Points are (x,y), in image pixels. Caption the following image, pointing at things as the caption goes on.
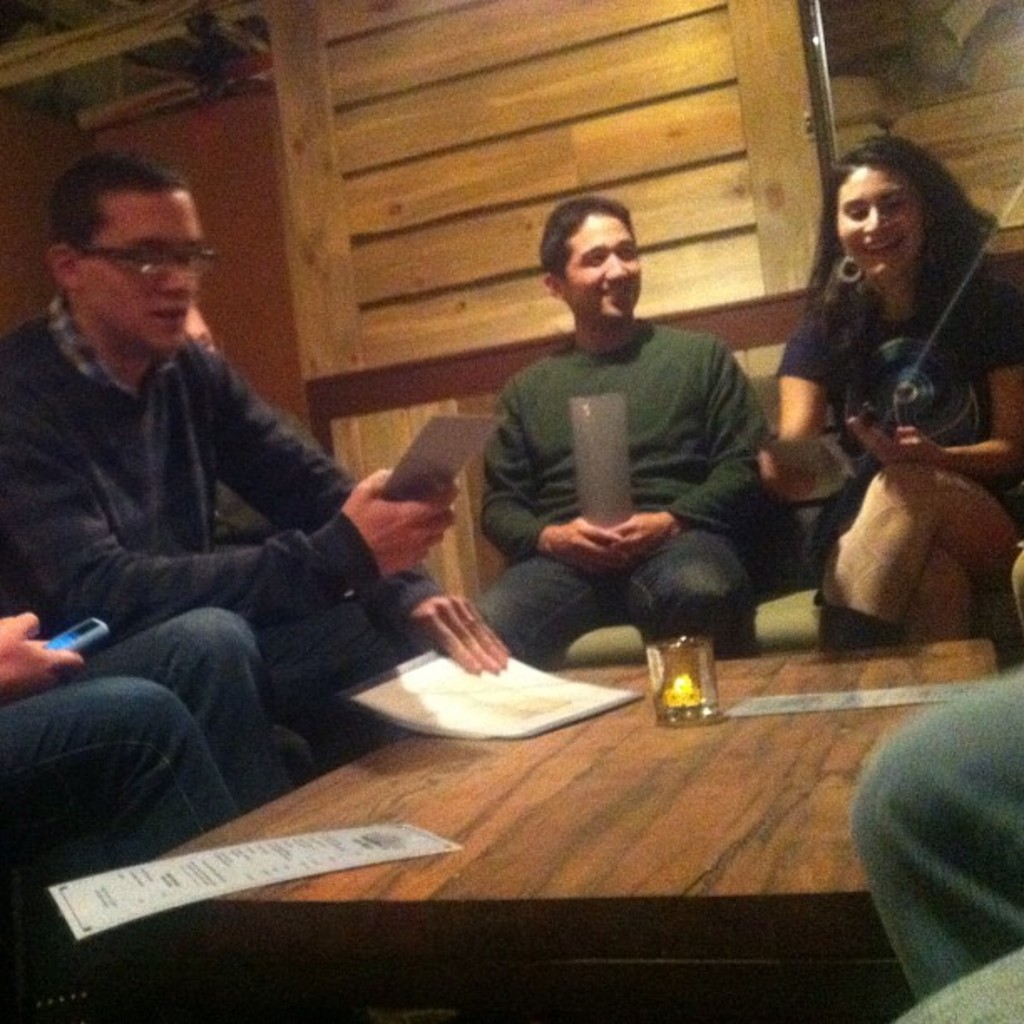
On the background (279,131) we can see a wall (304,138). Here we can see few persons (547,365) sitting on chairs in front of a table (600,801) At the left side (228,785) we can see a man (96,666) holding a mobile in his hands (41,659). And on the table (565,757) we can see papers (328,861) and a glass (667,657), a candle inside it.
